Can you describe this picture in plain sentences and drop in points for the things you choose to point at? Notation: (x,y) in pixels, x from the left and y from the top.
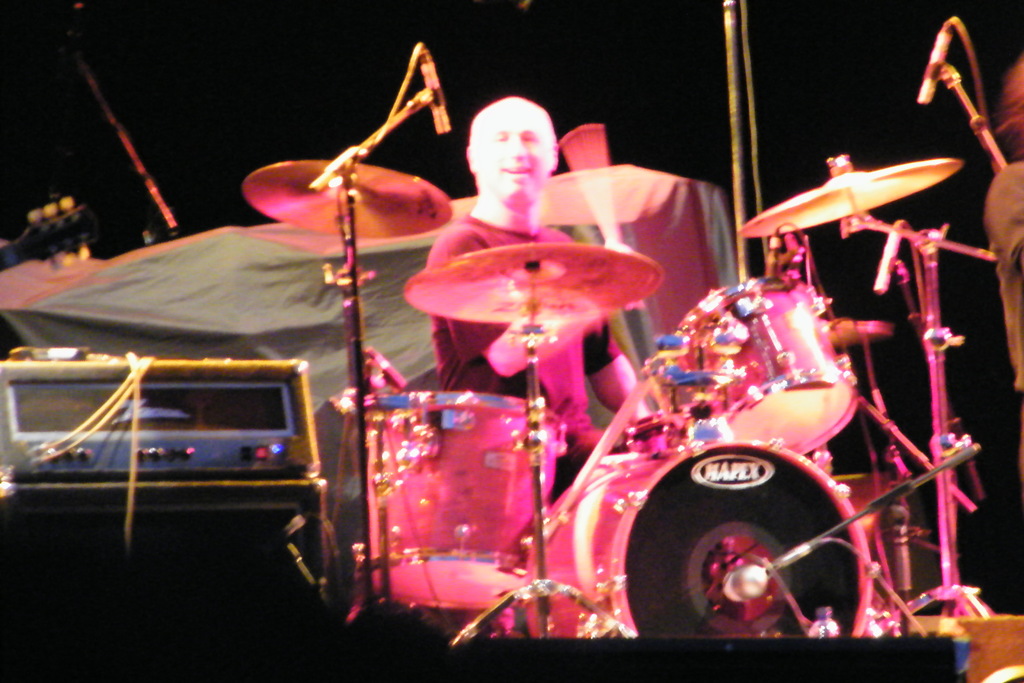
In this image we can see a man (501,134) is playing drums (819,325). We can see a black color box (149,543) and an electronic device (144,438) on the left side of the image (154,445). In the background (240,293), there is one object (309,307).
